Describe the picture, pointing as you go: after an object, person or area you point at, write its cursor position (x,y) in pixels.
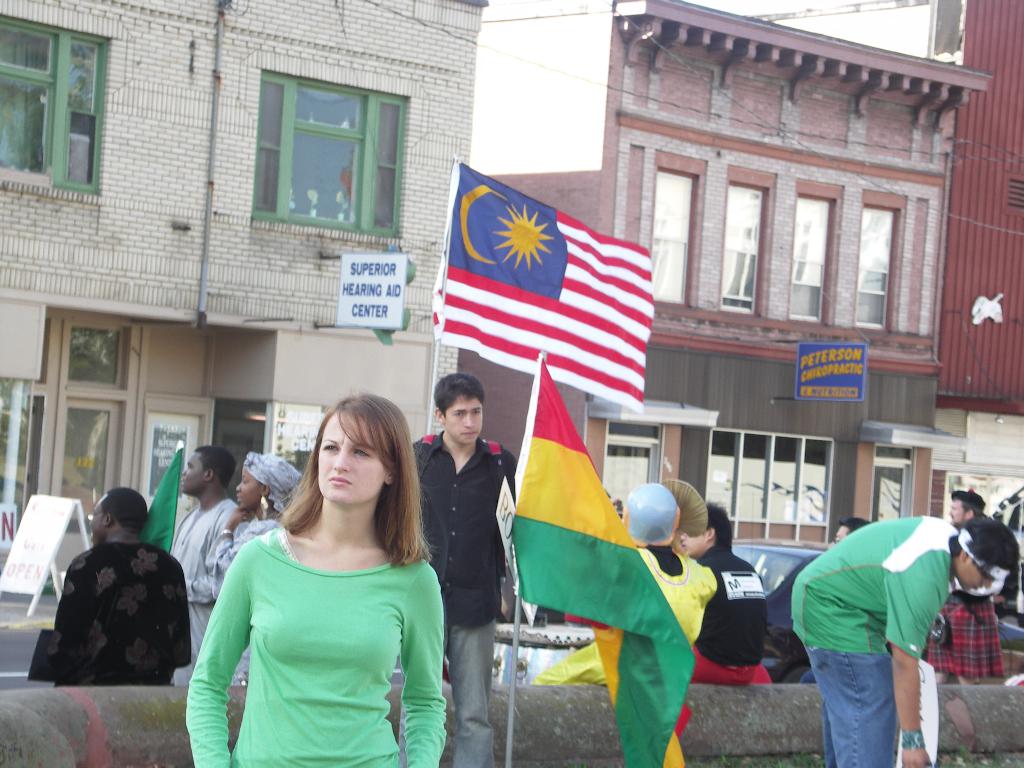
In the center of the image (399,427) there are persons (245,608). There is a flag (632,331). In the background of the image (629,17) there are buildings (242,32).
